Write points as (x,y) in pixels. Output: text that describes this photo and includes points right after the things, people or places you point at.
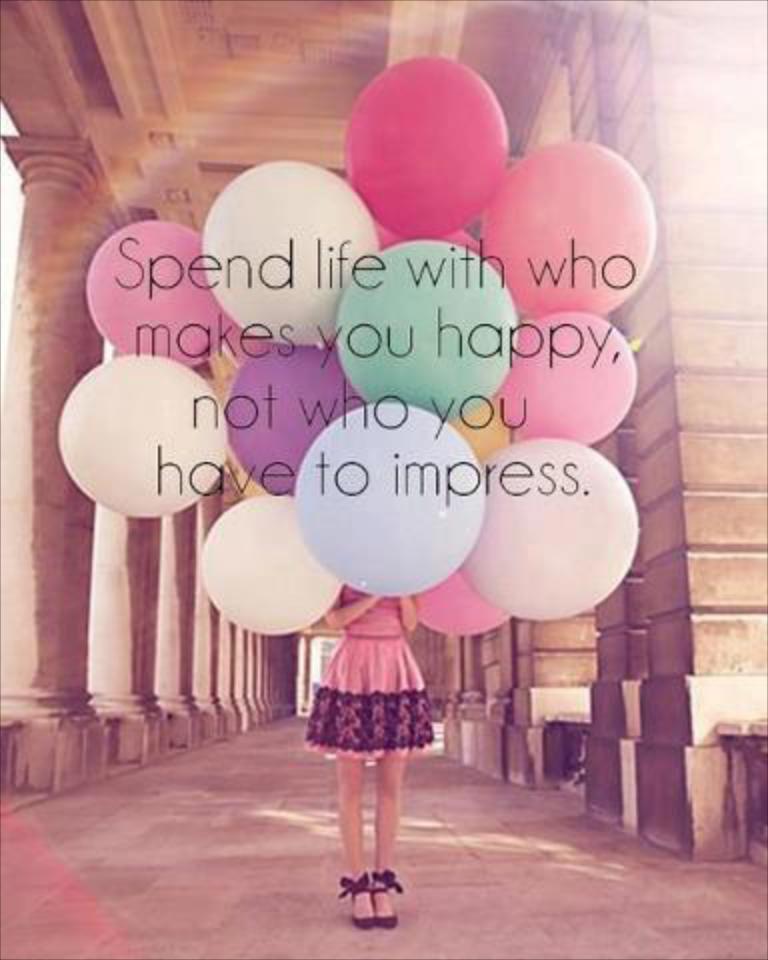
In the image in the center (386,619), we can see one girl (380,770) standing and holding balloons (413,410), which are in different colors. And we can see something written on the balloon (399,313). In the background (47,144) there is a roof (185,39) and pillars (614,705).
